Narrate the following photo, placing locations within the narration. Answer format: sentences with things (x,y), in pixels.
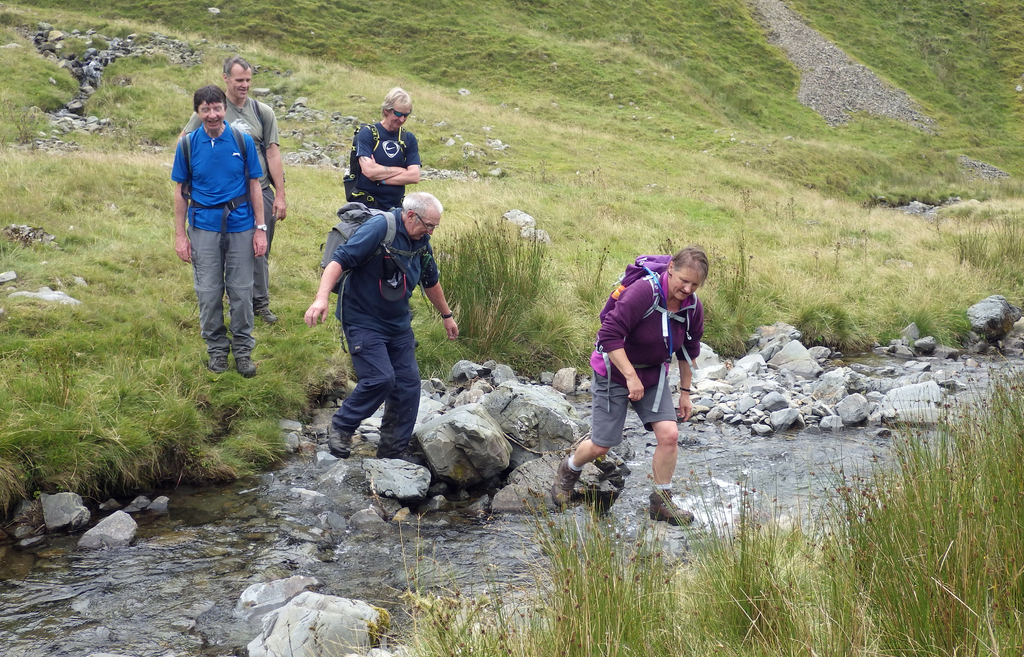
In this image we can see some people (258,228) wearing bags (235,200), some green grass (393,11) on the ground (439,59), some stones (120,46) on the ground (840,221), one stream (401,628) with rocks (465,367) and two persons (660,365) are crossing the stream (645,479).
